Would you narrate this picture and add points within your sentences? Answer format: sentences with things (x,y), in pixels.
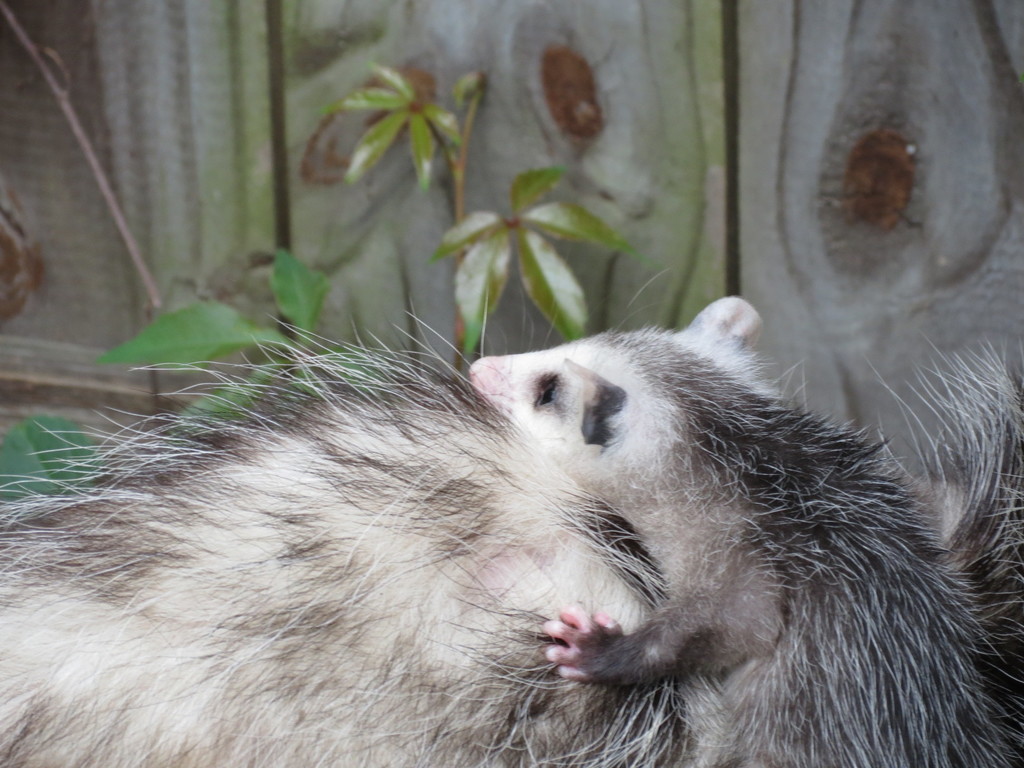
In this picture we can see an animal (319,379) and few plants (558,230).
